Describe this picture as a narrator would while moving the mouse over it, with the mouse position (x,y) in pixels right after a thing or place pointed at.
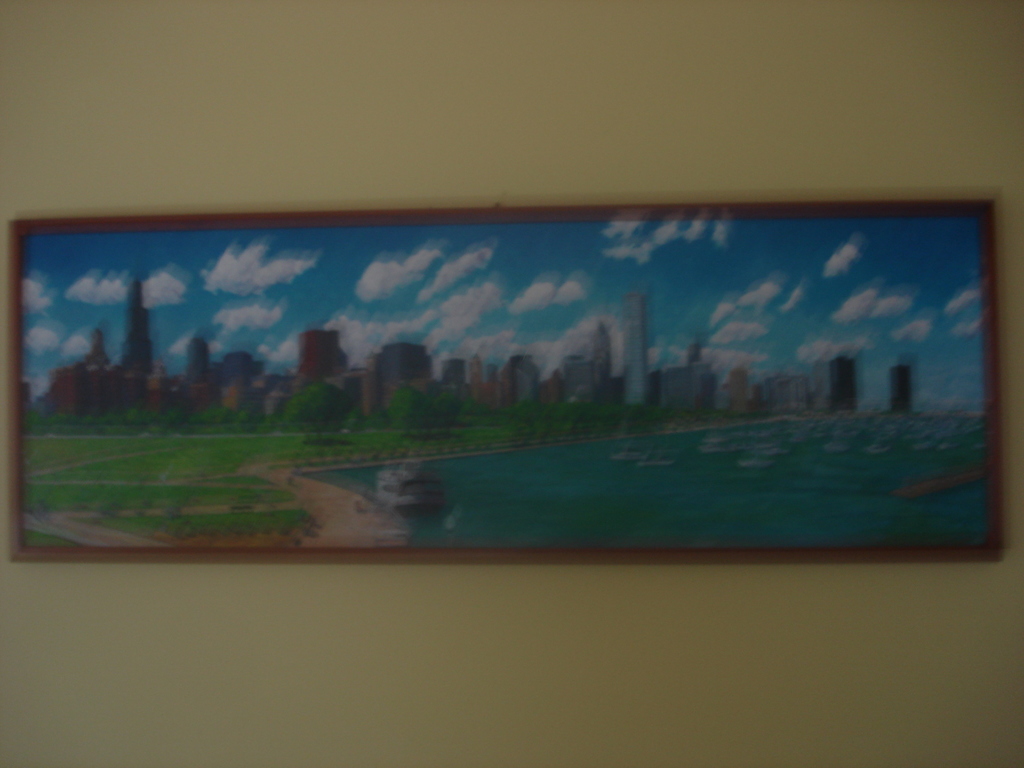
In this image, we can see a photo frame (821,517) on the wall (589,761). In the photo frame (488,442), we can see so many buildings (632,342), trees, grass (188,470), boat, water (568,492) and cloudy sky (584,293).
